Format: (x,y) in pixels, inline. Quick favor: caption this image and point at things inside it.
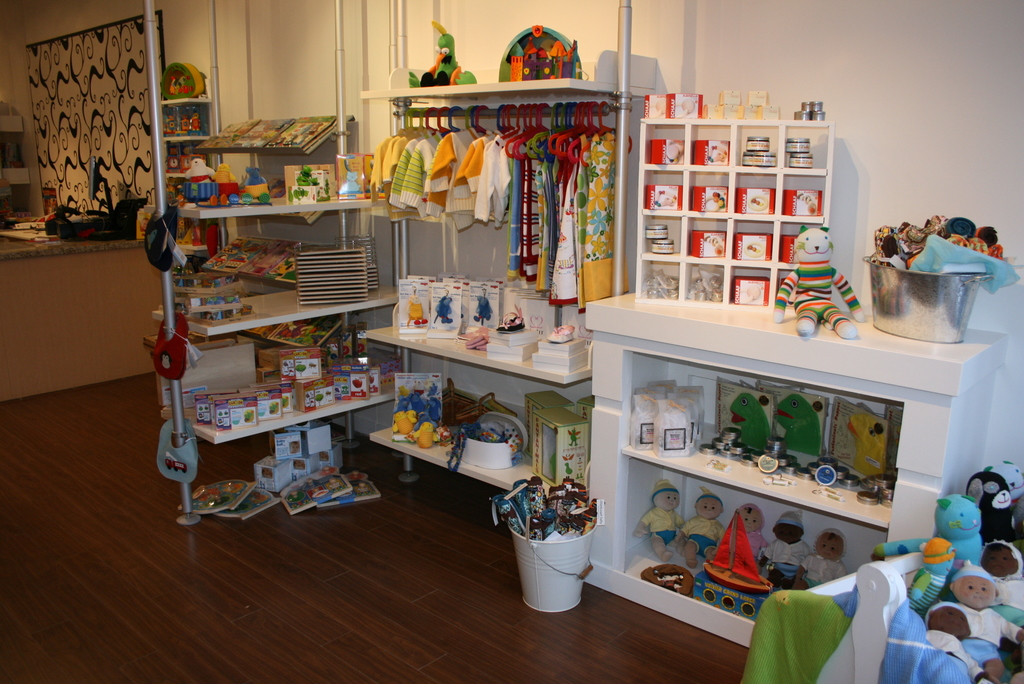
In this image I can see the brown colored surface (223,614) on which I can see a white colored bucket (563,574) with few object (540,499) in it, a rack (285,292) with few object (312,323) in the rack (264,295), few clothes (470,201), few hangers (539,150), few toys (751,432) in the cupboard (641,486), a container (925,301) with few object (937,257) in it. In the background (855,65) I can see the wall (794,42), the curtain (118,85) and few other objects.
